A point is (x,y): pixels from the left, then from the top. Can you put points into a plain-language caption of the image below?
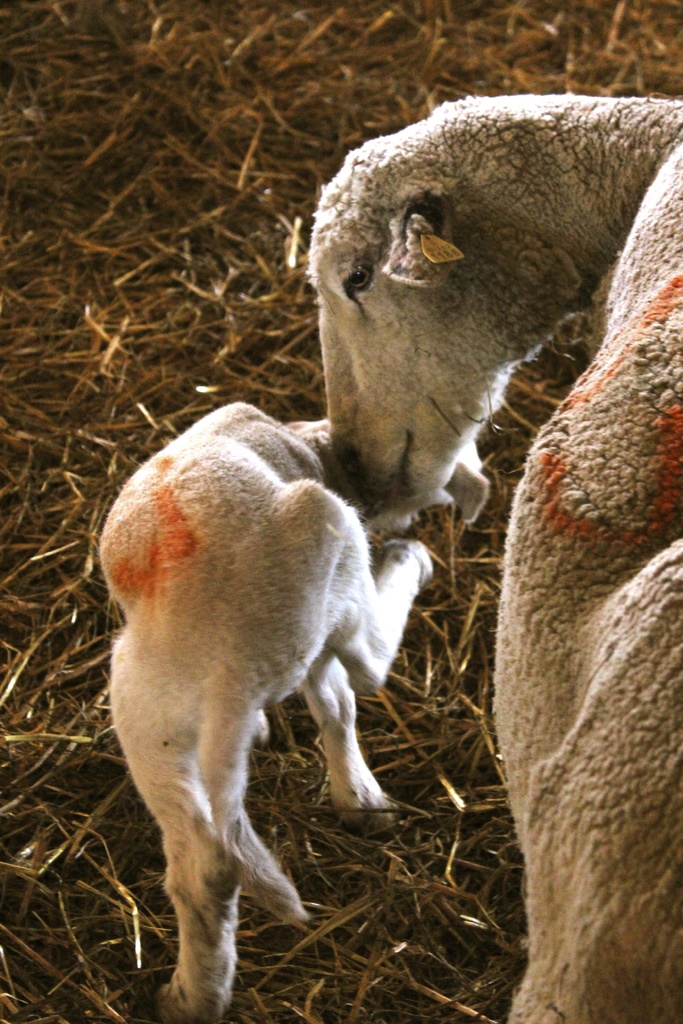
This is a zoomed in picture. In the foreground (357,681) we can see a sheep (533,327) and a lamb (284,688) standing on the ground (451,740) and we can see the dry stems (219,125) are lying on the ground (275,924).
